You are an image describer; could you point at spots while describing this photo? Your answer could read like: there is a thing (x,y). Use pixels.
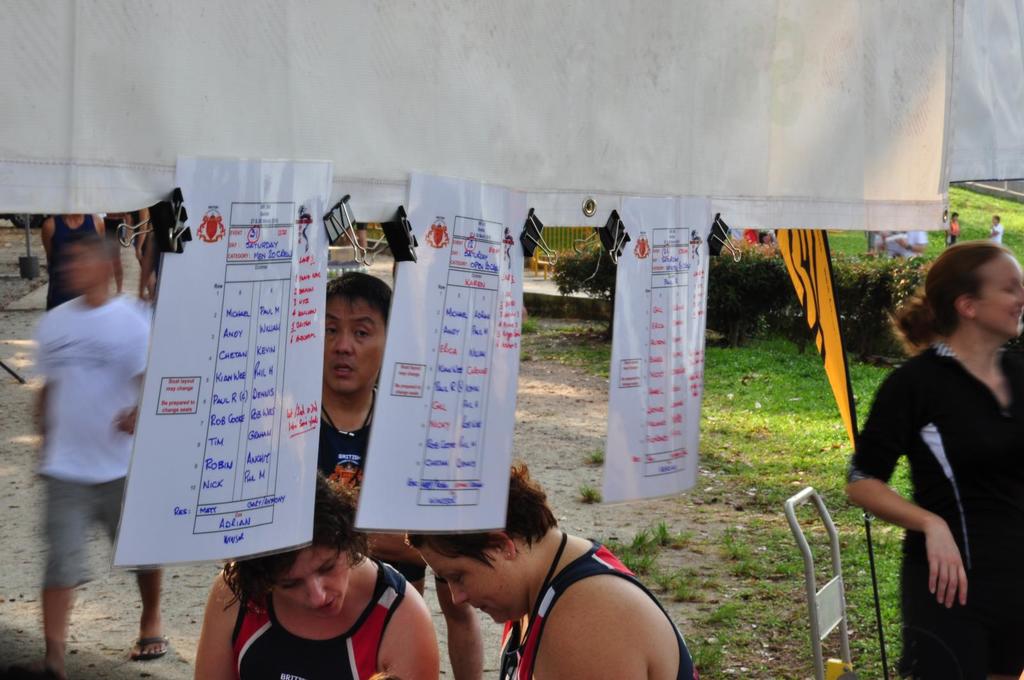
In this image there are two women (504,663) towards the bottom of the image (323,615), there is a man (349,383) standing, there are a group of persons (100,313) walking, there is an object (841,591) towards the bottom of the image (823,506), there is ground (745,588) towards the bottom of the image (736,586), there is grass (752,484), there are plants (859,290), there are persons (908,234) standing towards the right of the image (958,238), there is an object (7,370) towards the left of the image (30,243), there are objects (32,269) on the ground (602,407), there is an object (266,75) that looks like a cloth (355,85) towards the top of the image (422,84), there are papers (422,344), there is text (225,335) on the papers (479,321), there are clips (338,211).
